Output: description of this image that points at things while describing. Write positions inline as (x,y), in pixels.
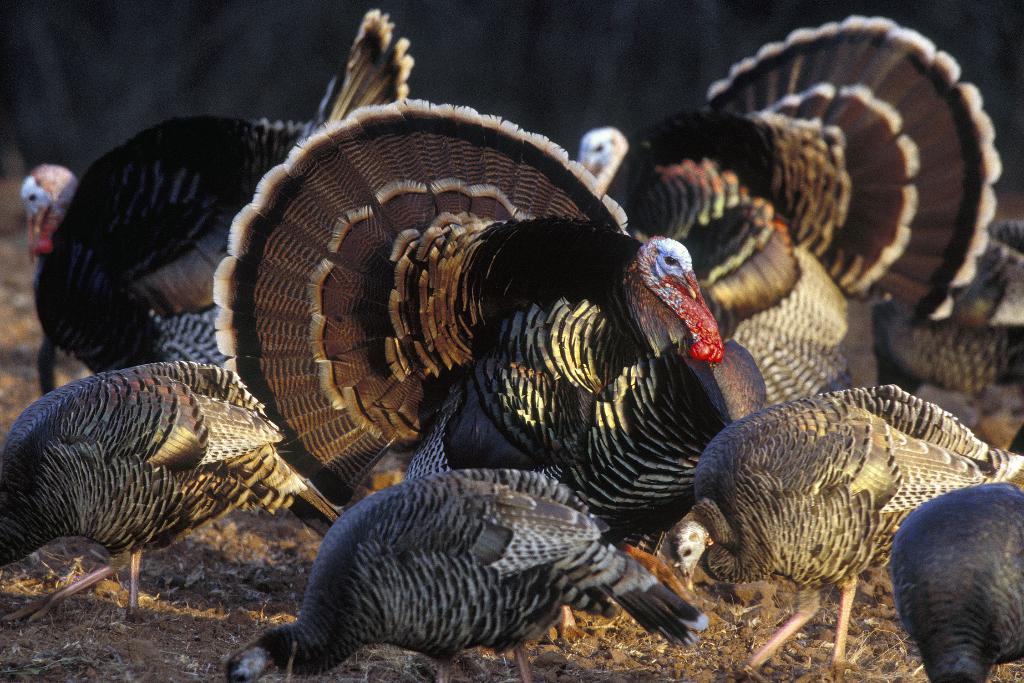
In this image we can see birds (152,463).
